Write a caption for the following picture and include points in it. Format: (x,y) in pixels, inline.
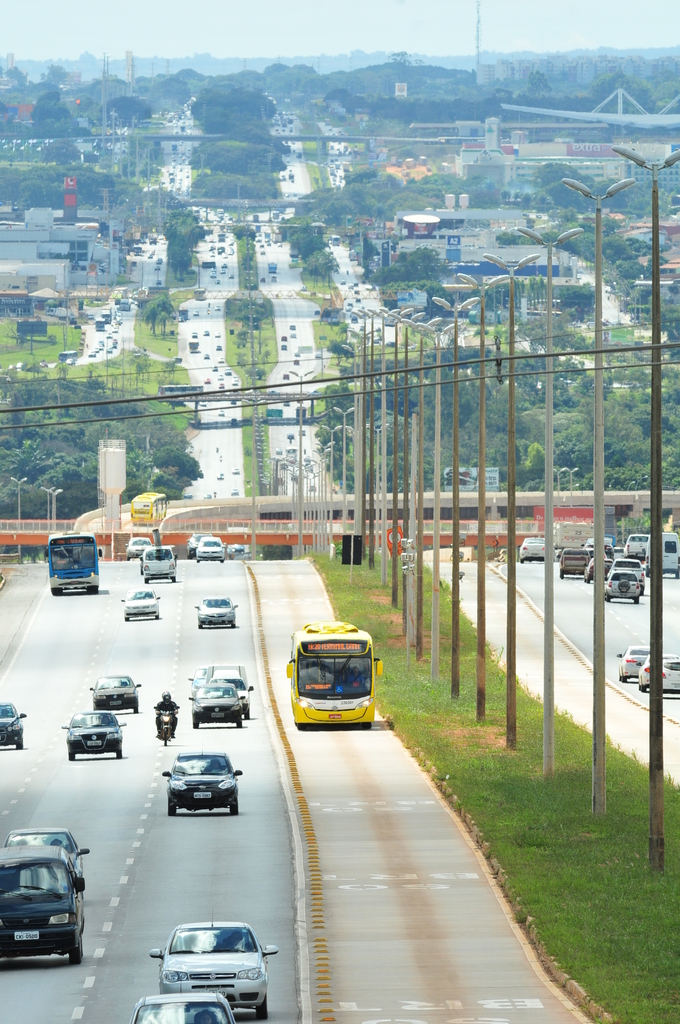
In this image I can see the road (178,830), some grass (542,774), few poles (546,692), few trees (431,476), few buildings (482,69), few vehicles (203,558), a bridge (336,527) and few wires (323,396). In the background (157,25) I can see the sky (167,20).
